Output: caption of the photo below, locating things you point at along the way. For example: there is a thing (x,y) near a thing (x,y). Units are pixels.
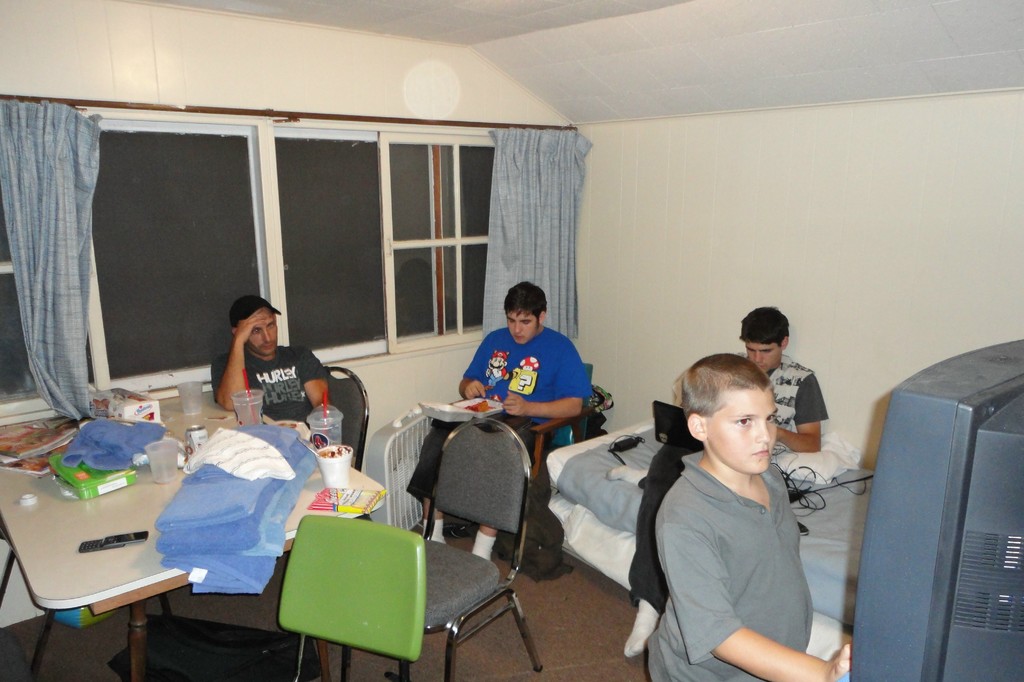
Here we can see that a boy (727,416) is standing on the floor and operating the television (957,498), and here a person (771,353) is sitting on the cot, and here a boy (480,379) is sitting on the chair (577,420), and here a man (269,369) is sitting, and in front here is the table (172,422) and glasses (169,445) and some objects (126,478) on it, and at back (239,240) there is the window glass (251,236), and here is the curtain (506,214), and here is the wall (710,287).
